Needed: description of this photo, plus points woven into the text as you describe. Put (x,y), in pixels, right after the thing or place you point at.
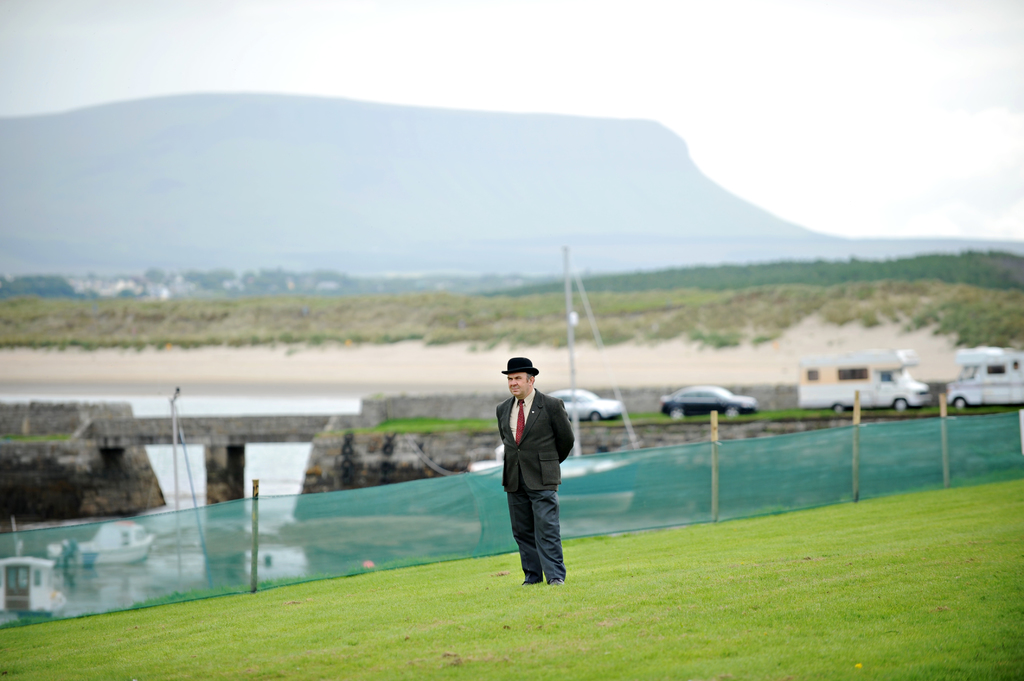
In this image we can see a person (543,544) standing on the ground (757,586) and there is a fence (101,565) and we can see two boats (19,600) on the water (172,476) and there is a bridge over the water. There are few vehicles (815,399) on the land (983,313) and we can see the mountains (256,197) in the background (979,244) and at the top (741,34) we can see the sky (757,41).
